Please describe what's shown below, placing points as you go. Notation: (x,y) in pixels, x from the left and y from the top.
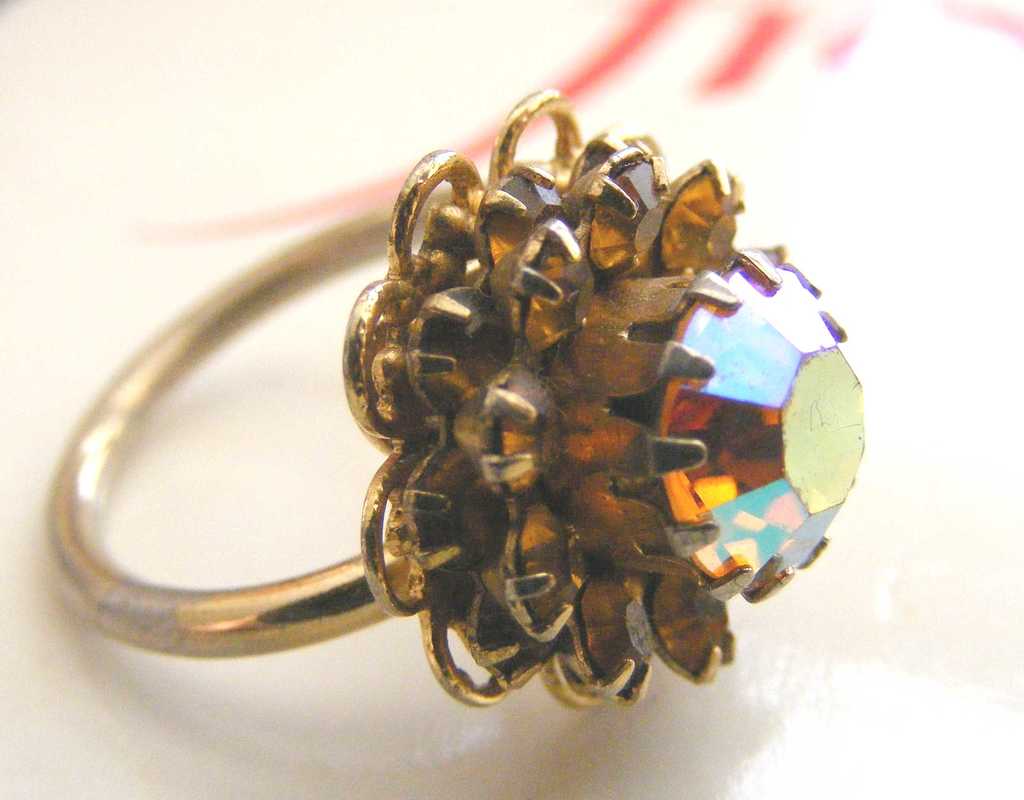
In this picture I can see there is a finger ring (672,531) and it is in golden color with a gem (710,511), it is placed on a white surface (520,713).
